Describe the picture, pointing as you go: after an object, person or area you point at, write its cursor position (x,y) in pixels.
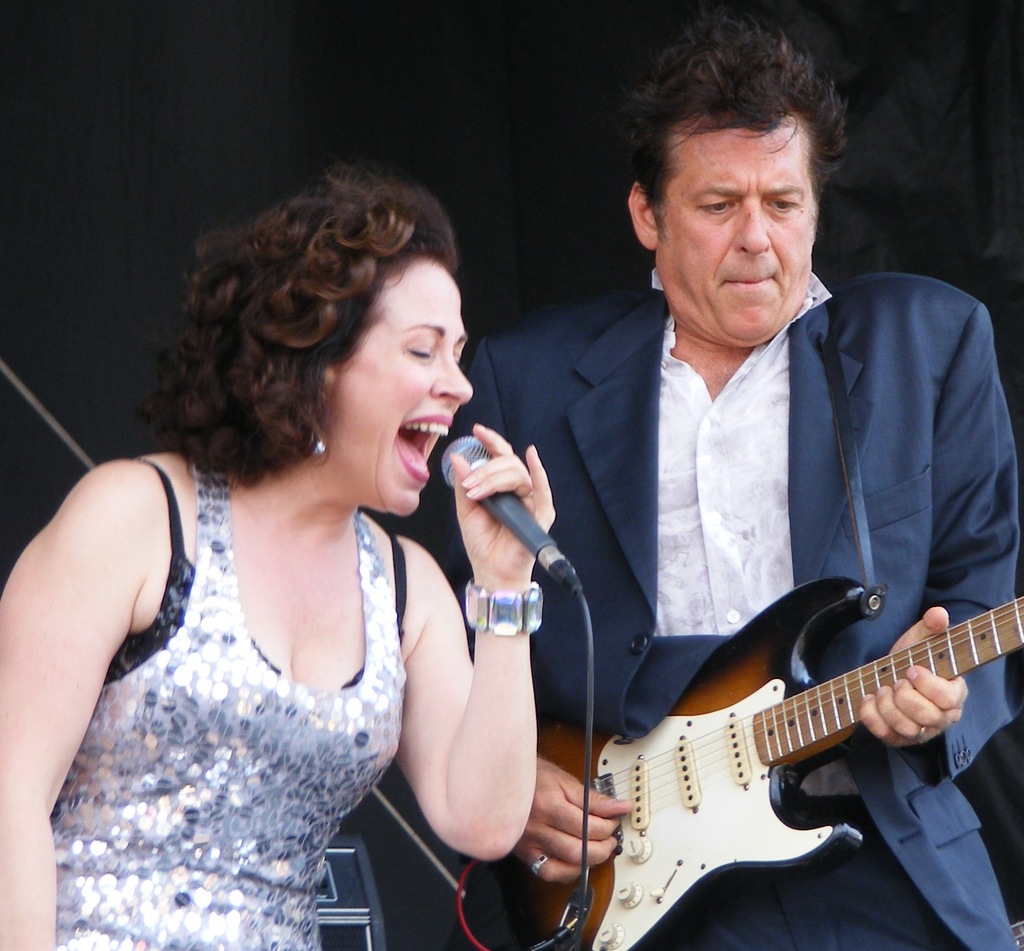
Here we can see two people (773,432) one man (667,361) and a woman (384,278) standing, the man (703,552) is holding a guitar (709,743) and playing the guitar (720,737) and the woman (372,747) is having microphone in her hand (477,543) and singing.
